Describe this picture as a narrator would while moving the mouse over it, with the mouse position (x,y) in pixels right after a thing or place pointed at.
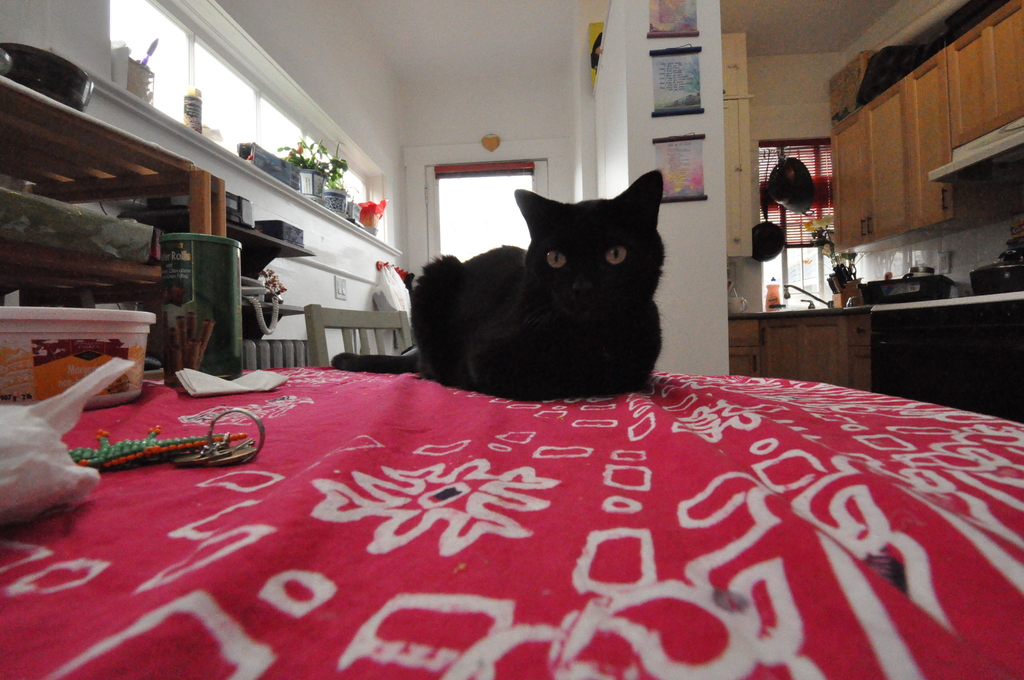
There is a red cloth (493,500) with some design (477,506) on that. On that there is a black cat (523,326), keychain (228,412), box (94,332), bottle (171,267) and many other things (210,392). On the left side (159,182) there is a cupboard (95,265) with some items (81,207). Also there is a chair (350,315). On the wall (310,212) there is a stand (156,123) with boxes (276,167), pot (317,177) with plant (333,177) and many other items (342,186). In the back (457,190) there is a door (489,190). Also there is a wall (676,128) with something pasted on that. On the right side (883,179) there are cupboards (892,198). Also there is a table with some items (948,283) on that. And there is a window (802,237). On that there are some vessels (786,206) hanged.
